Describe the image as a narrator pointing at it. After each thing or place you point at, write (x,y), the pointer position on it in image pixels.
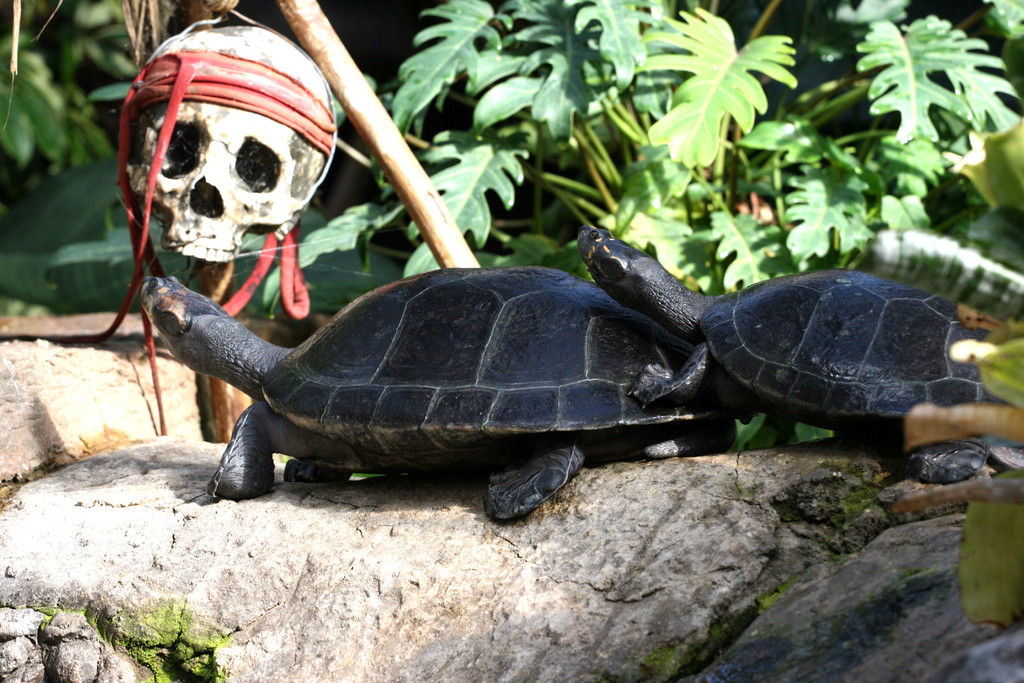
In this image, we can see two tortoise (601,395) on the stone surface (680,559). Background (922,183) we can see plants (61,231), wooden object (342,48) and skull (217,195).
